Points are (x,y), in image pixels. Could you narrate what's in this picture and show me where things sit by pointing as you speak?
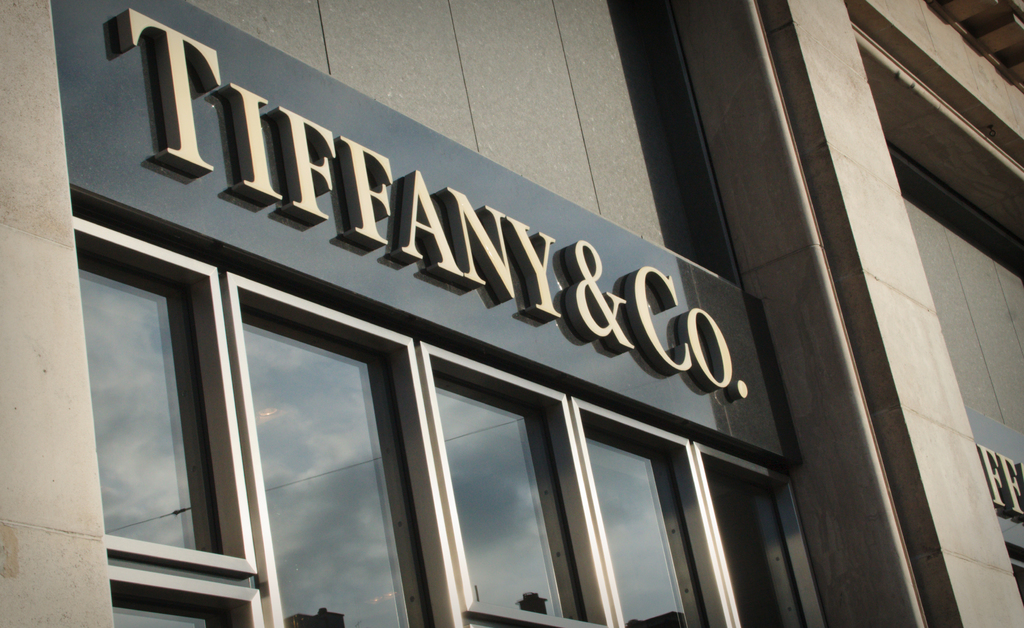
In this image we can see glass windows (472,448) and a text board (291,164) attached to the wall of a building (594,129).
